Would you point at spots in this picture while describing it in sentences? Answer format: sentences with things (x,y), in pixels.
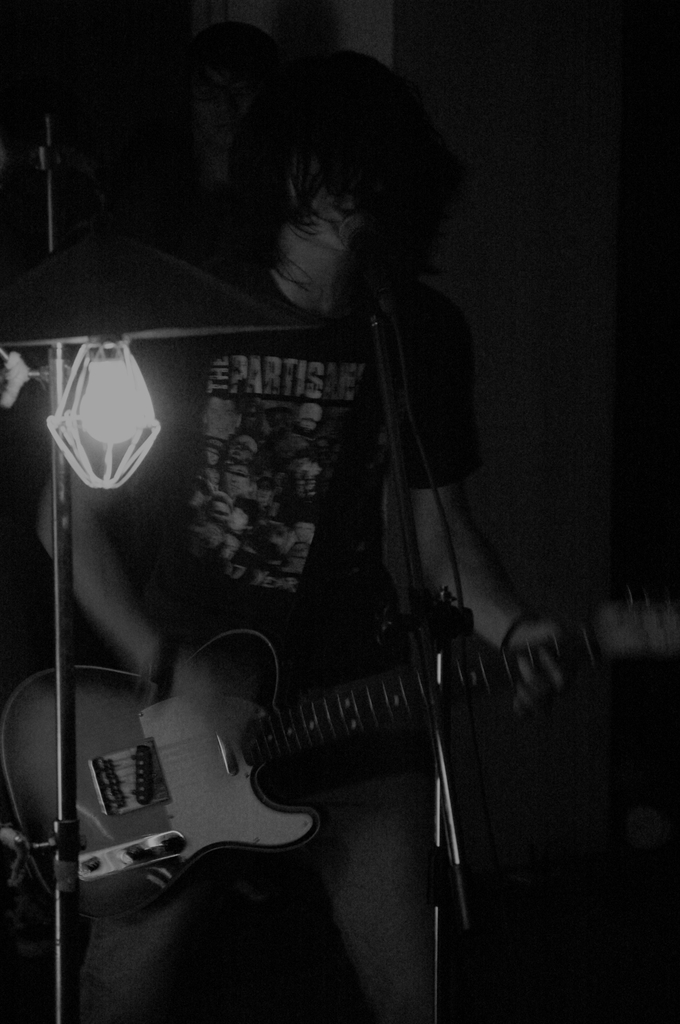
There is a person (293,389) in the picture who is wearing a t shirt (286,477) and holding a guitar (202,752) in his hand (546,660). There is a bulb (103,419) in this picture. And in the background (568,115) there is a dark space (521,212). Behind this man (243,148) there is one guy (224,144) standing.
